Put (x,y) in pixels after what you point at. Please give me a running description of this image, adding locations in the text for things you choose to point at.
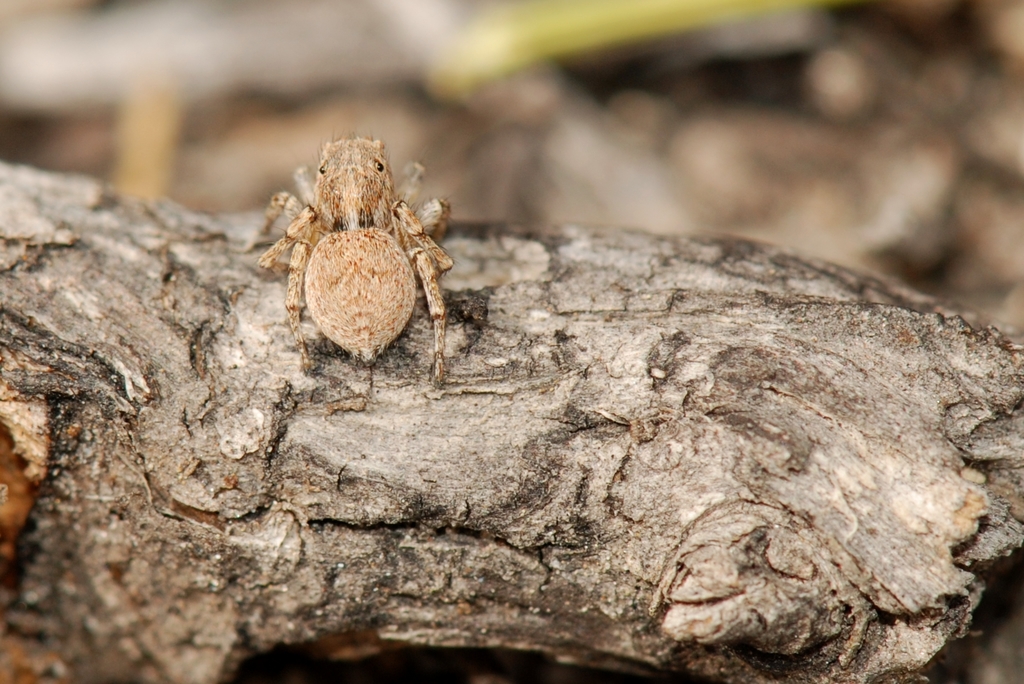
In this picture we can see an insect (393,323) on a wooden branch (107,259) of a tree (115,265). Background (119,62) is blurry.
